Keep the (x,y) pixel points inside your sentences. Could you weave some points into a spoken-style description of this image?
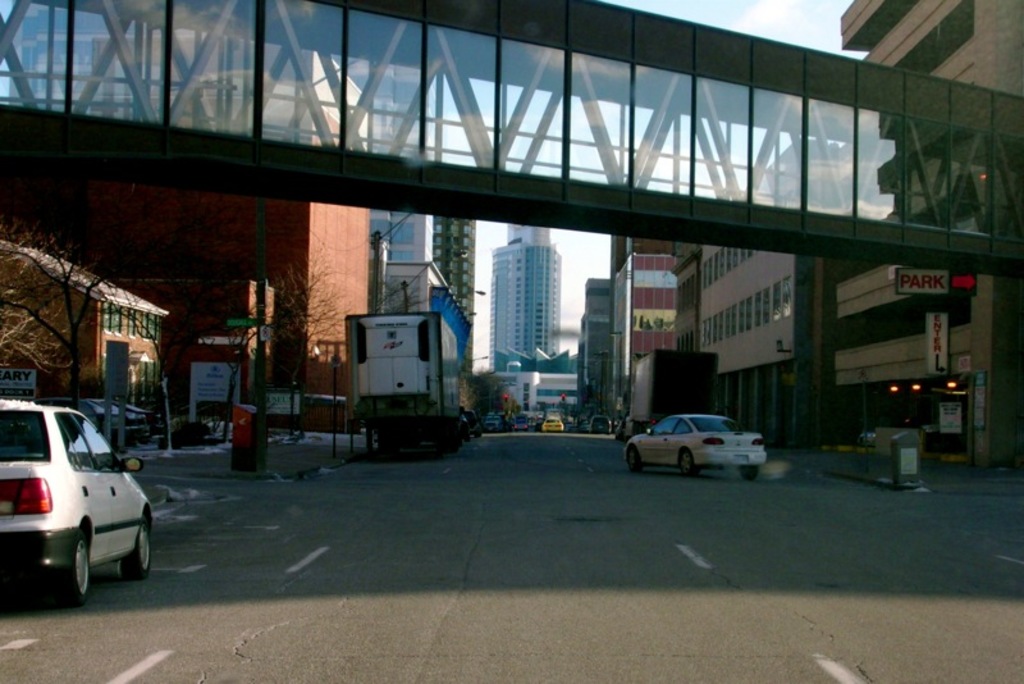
In the foreground (244,482) I can see fleets of vehicles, fence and trees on the road (706,586). In the background (419,130) I can see a bridge (779,227), light poles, buildings (679,253) and the sky (669,160). This image is taken may be on the road (488,558).
